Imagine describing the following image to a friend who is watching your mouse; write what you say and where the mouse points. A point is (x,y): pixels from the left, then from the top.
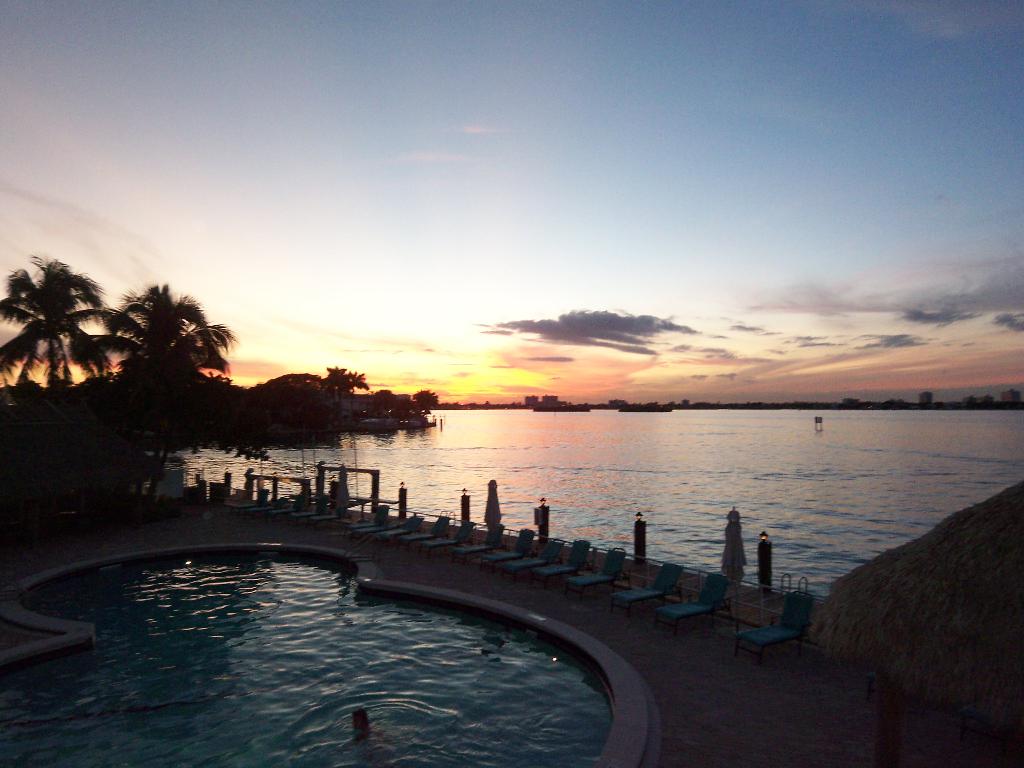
In this image, I see a pool (95,560) with water (307,683) and a person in it and there is a path (30,560) over here and lots of chair (657,599) on it. In the background (513,452) I see lots of trees (306,375), water (988,460) and the sky (718,105).
